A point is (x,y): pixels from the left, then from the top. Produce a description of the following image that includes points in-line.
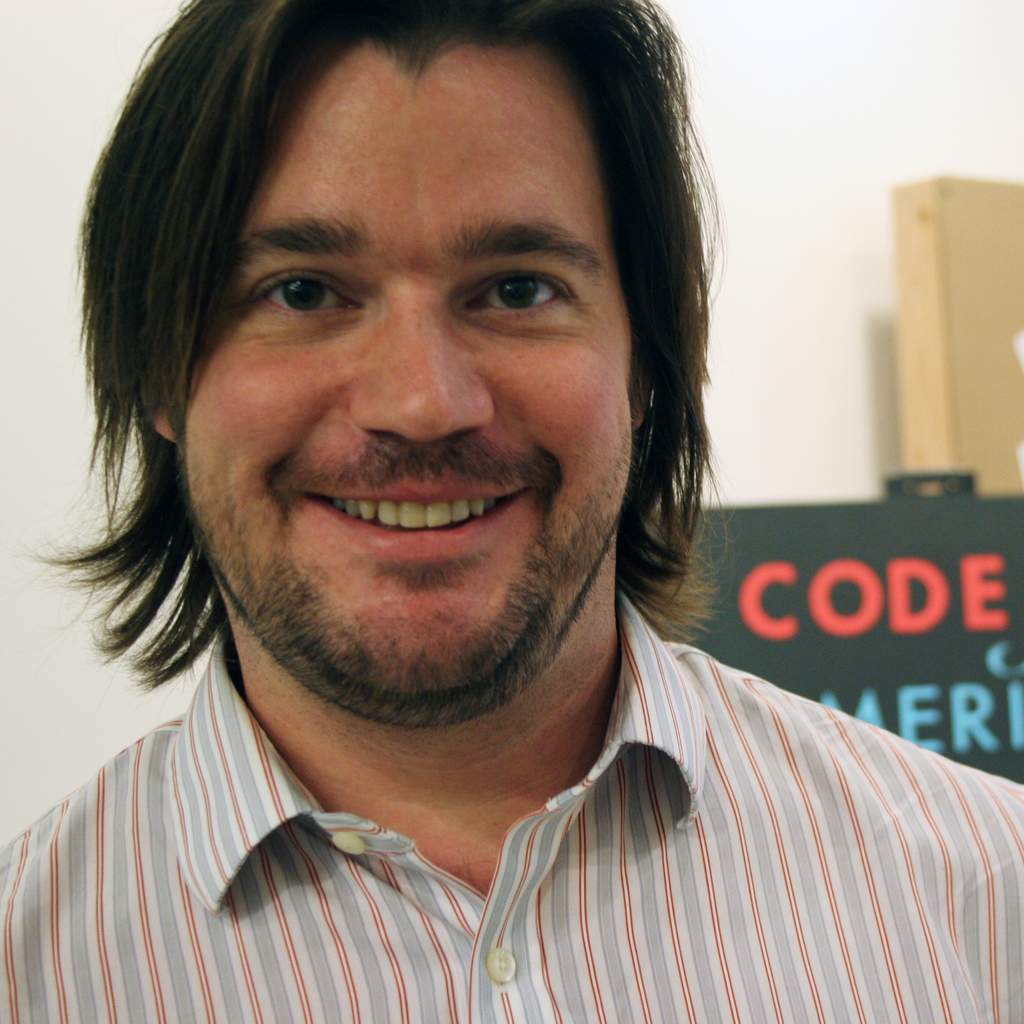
In this image, we can see a person (615,737) wearing clothes (447,877). There is a board (941,641) on the right side of the image (941,641).
